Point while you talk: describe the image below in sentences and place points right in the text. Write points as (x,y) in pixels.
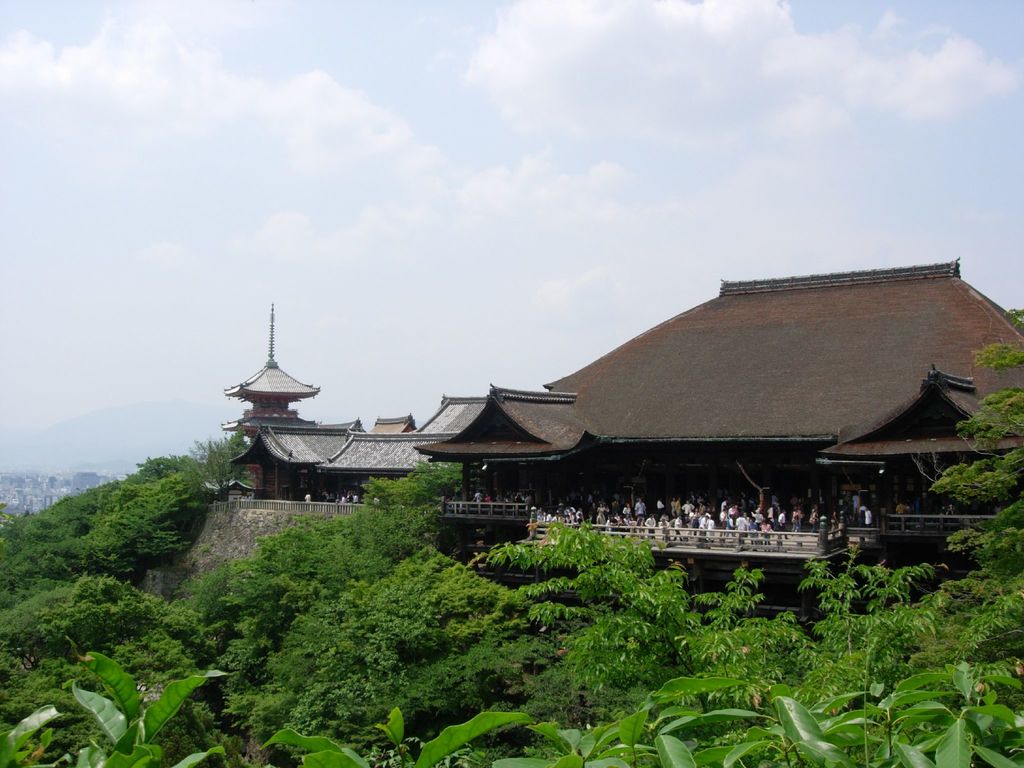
In this picture we can see houses (511,439), people (748,519) and railing (317,510). At the bottom of the image (125,640), there are trees (75,641). At the top of the image (365,199), there is the cloudy sky (557,261).
